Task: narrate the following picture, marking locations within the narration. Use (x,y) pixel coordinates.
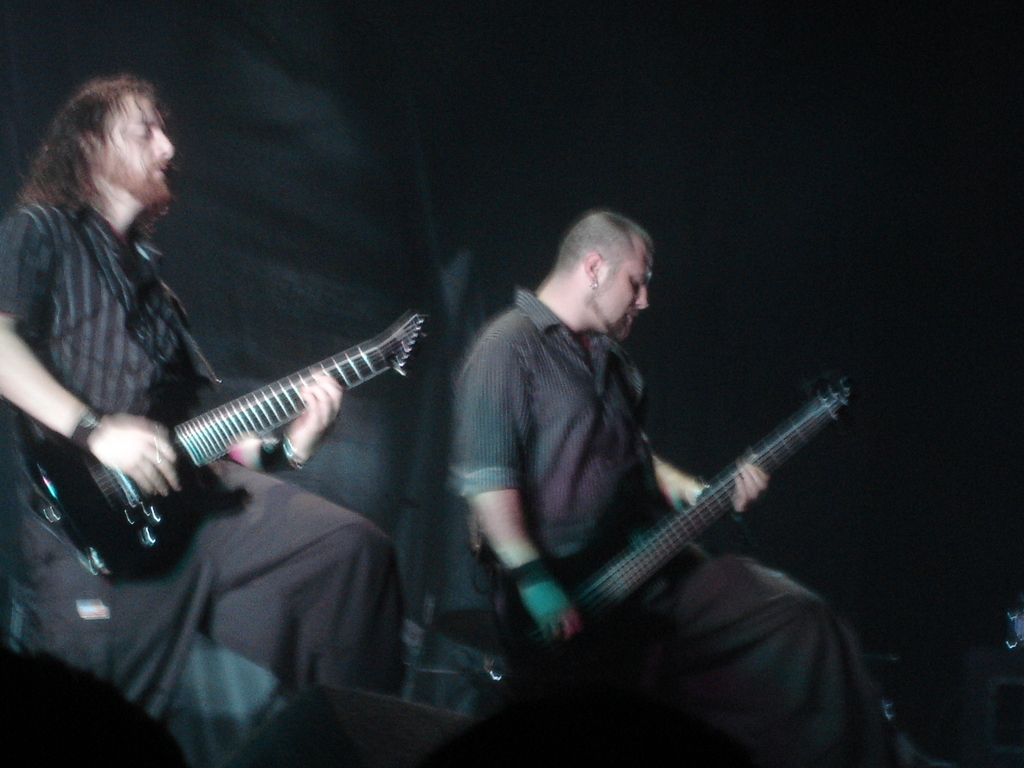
In this image there are two persons (472,432) wearing black dress (541,526) playing guitar (762,452).
